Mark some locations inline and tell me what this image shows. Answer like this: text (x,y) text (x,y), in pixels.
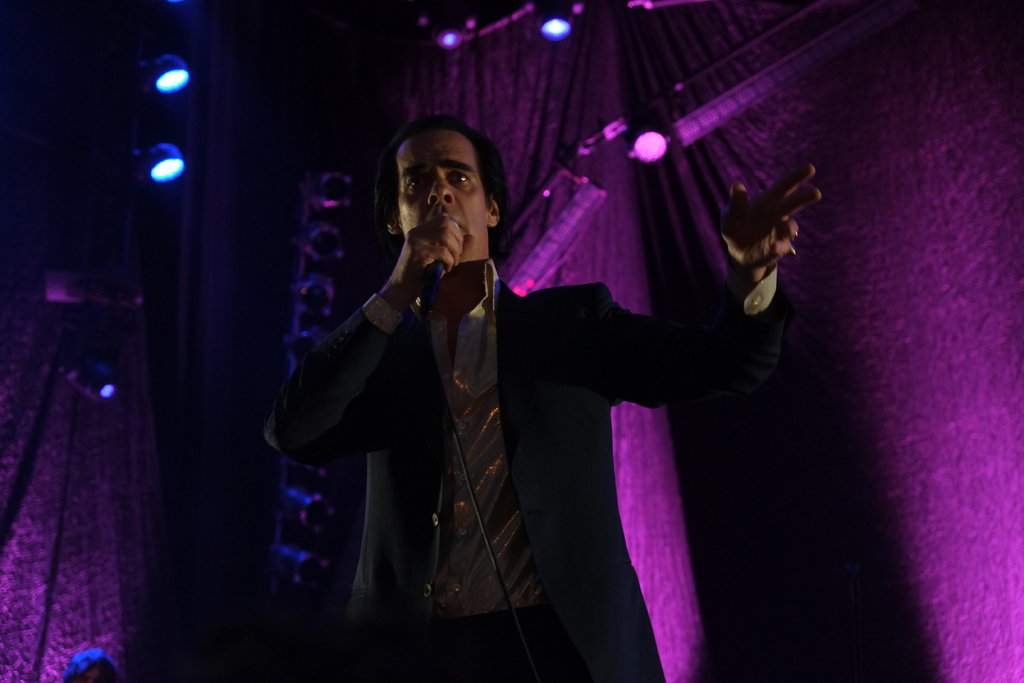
In this picture we can see a man (494,377), he is speaking with the help of microphone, in the background (821,387) we can find few lights (650,141) and curtains (677,227).
